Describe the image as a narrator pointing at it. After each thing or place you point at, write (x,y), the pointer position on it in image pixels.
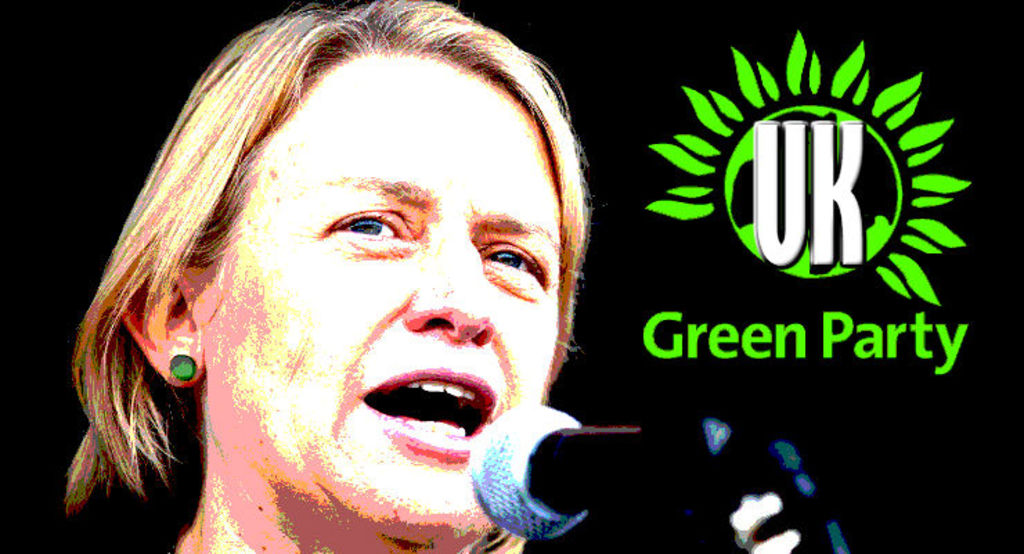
In this picture I can see there is a woman (326,36) standing and speaking and there is a microphone (488,465) in front of her and there is a green color logo (735,331) on to the right (834,272).
